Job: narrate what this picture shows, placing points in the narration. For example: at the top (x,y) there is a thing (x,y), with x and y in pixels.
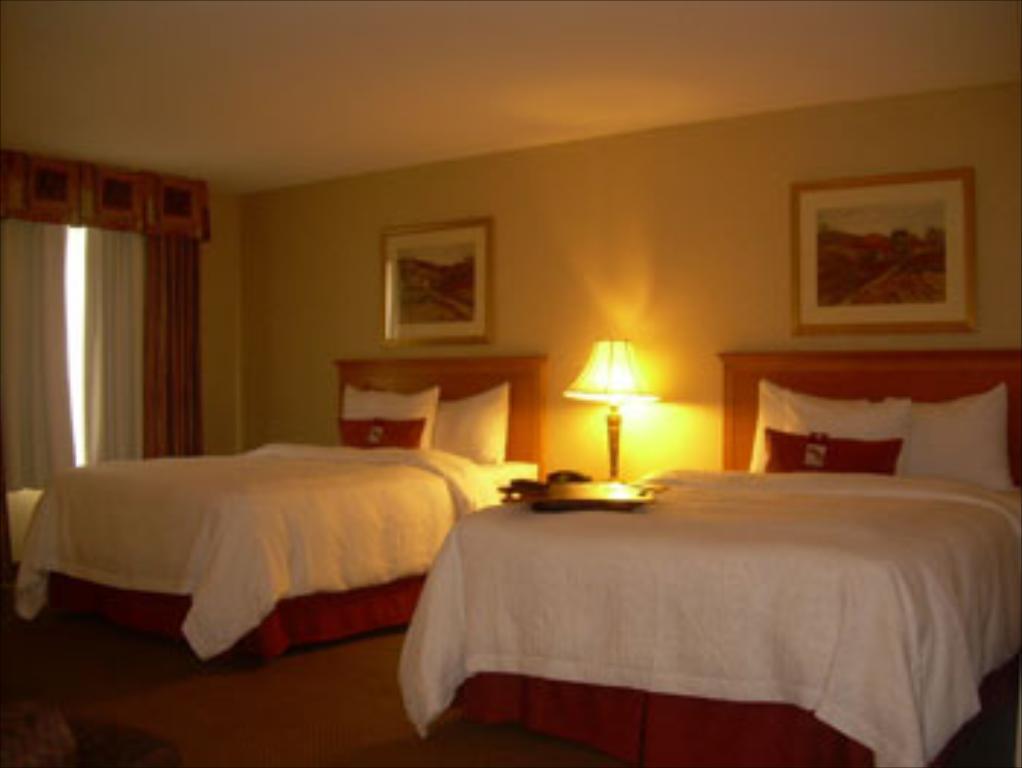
In this image we can see an inside of a house (616,120). There are two beds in the image. There are few curtains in the image. There are few objects (526,496) in the image. There is a lamp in the image. There are two photos (813,239) on the wall (554,460).
